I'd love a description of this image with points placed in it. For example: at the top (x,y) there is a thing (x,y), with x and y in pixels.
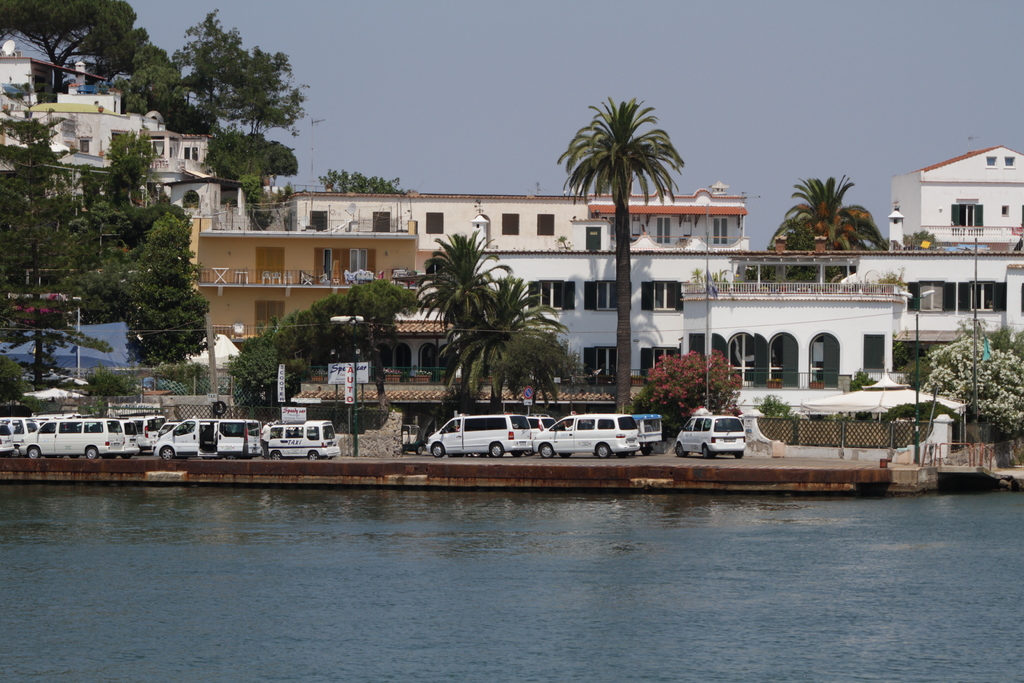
In this picture in the center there is water (474,570). In the background (242,450) there are cars (121,433), trees (928,413), buildings (633,306) and the sky (499,102) is cloudy.
